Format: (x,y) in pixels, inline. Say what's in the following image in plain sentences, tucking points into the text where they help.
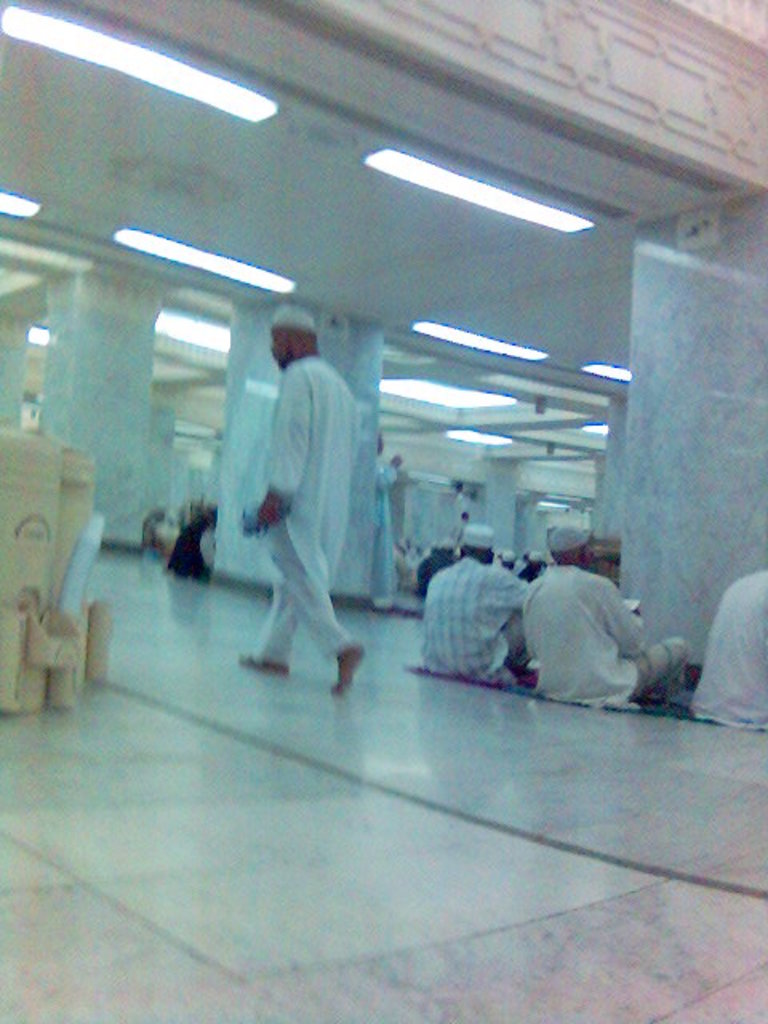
In this picture there is a man (310,385) who is wearing a cap (310,327) and white dress (301,546). He is walking on the granite floor (297,704), beside him we can see another persons (531,655) who are sitting on the carpet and holding book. In the background (219,442) we can see many people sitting near to the pillars (499,515) and wall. On the top (211,334) we can see lights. On the left (13,678) we can see water bottles (36,520).
